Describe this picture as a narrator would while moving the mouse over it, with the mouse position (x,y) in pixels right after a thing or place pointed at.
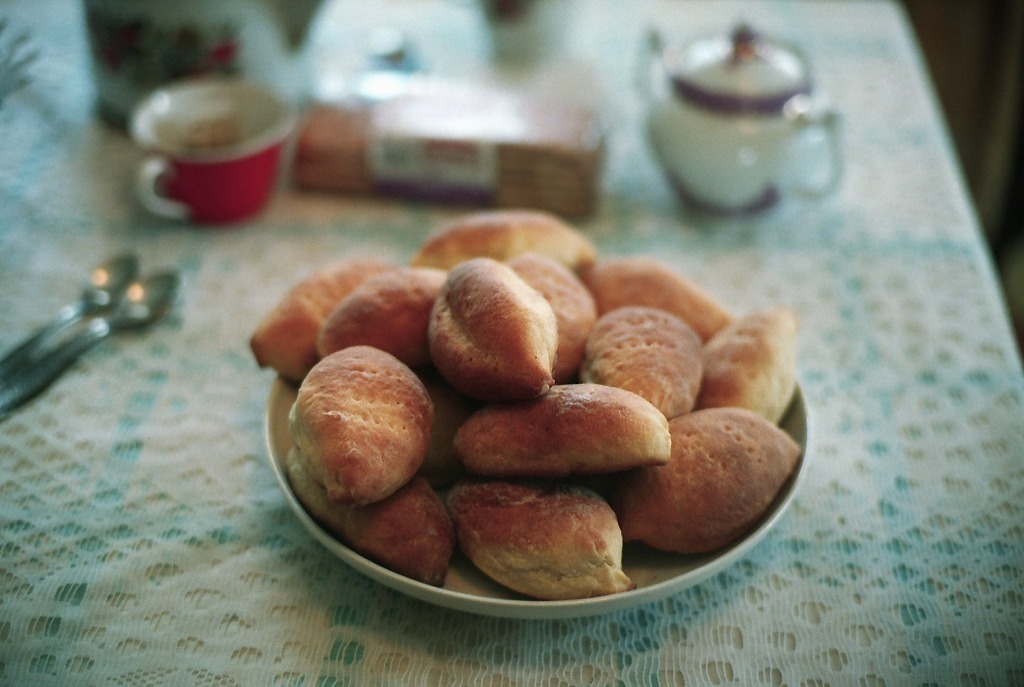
In this picture I can see some food item (502,431) placed on the plate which is kept on the table (385,632), on the table (97,489) there are some spoons (147,300), jars (680,159), cups (250,172) and few objects (357,186).
